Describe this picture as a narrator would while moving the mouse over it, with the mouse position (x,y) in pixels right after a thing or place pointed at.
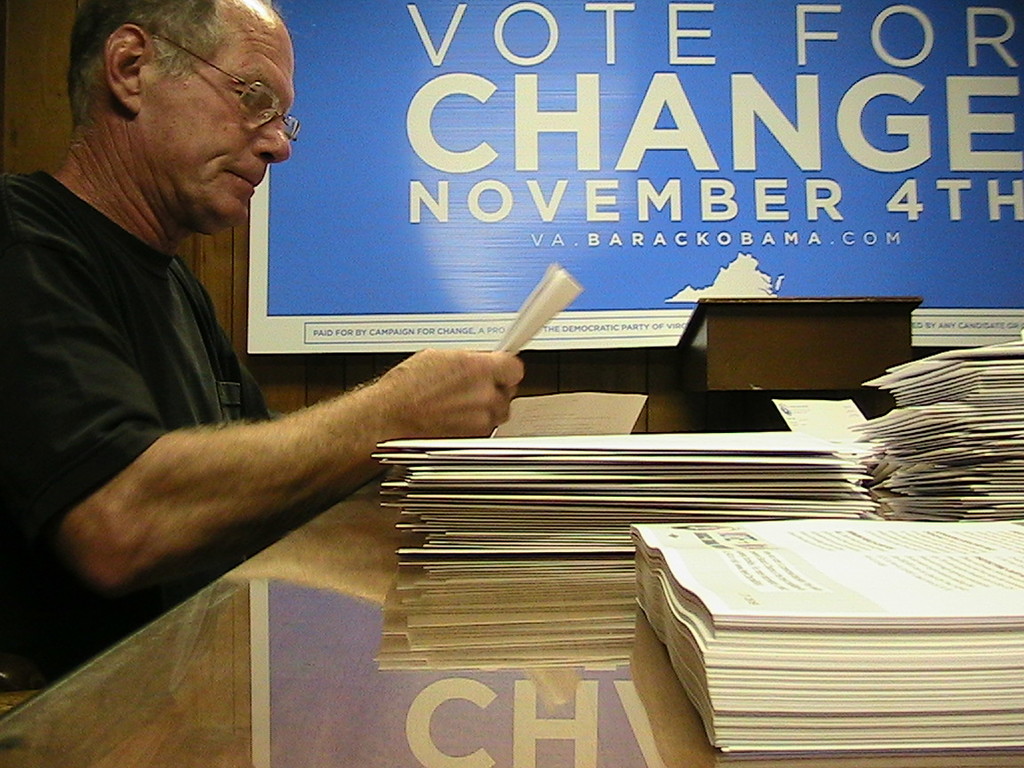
On the left side of the image (178,278) a man (135,285) is sitting and holding a booklet (511,335). In the center of the image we can see a table (364,695). On the table (411,693) booklets (602,520) are present. At the top of the image (606,126) a board (439,190) is there. At the top left corner (59,69) a wall (34,34) is present.
